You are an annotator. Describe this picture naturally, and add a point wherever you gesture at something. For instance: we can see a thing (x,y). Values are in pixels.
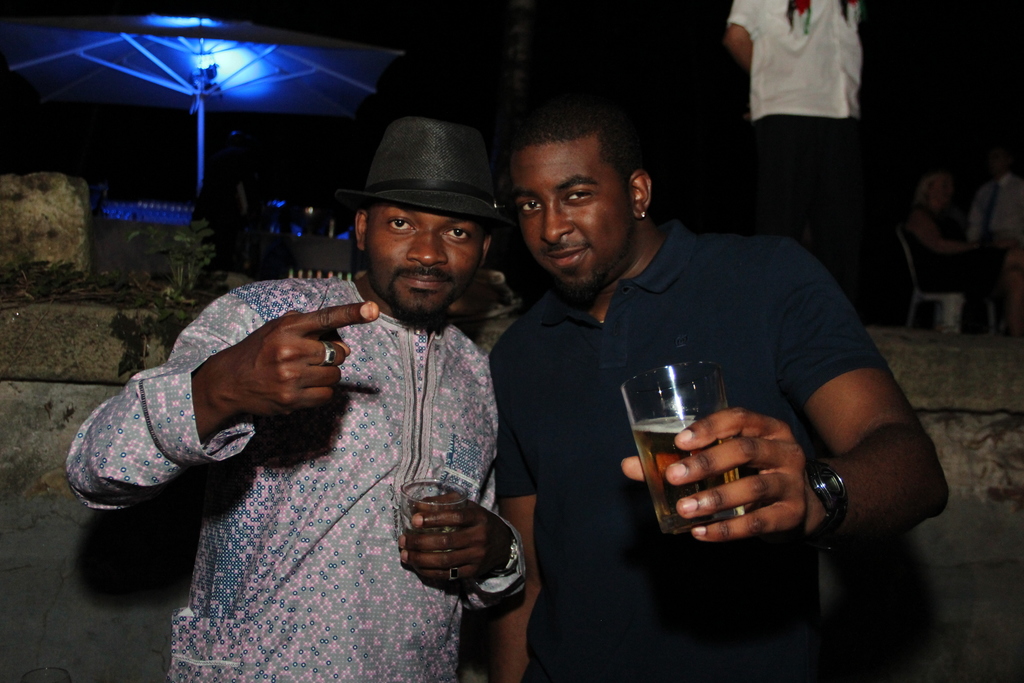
In front of the image there are two people (499,472) holding the glass (661,404) in their hands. Behind them there is a wall (56,568). There is a person (796,29) standing. There are a few people (957,255) sitting on the chairs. There is an umbrella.
